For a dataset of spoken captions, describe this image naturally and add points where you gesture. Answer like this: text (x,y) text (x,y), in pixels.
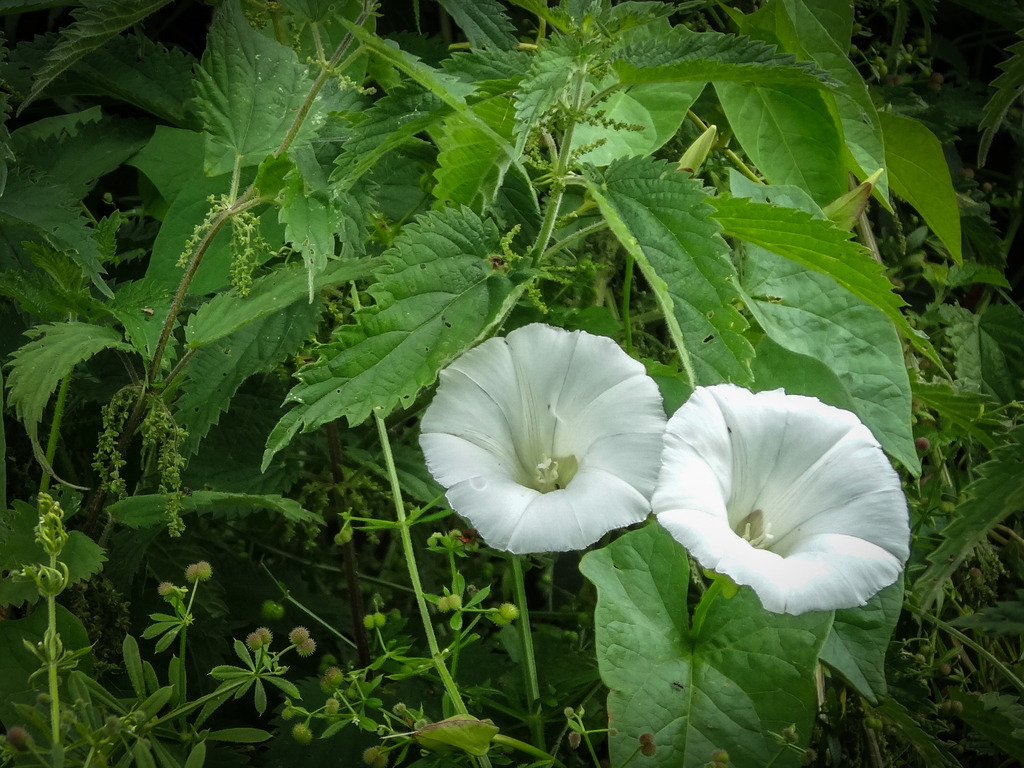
In this image we can see two white color flower (608,439), leaves (447,122) and stems (178,302).
